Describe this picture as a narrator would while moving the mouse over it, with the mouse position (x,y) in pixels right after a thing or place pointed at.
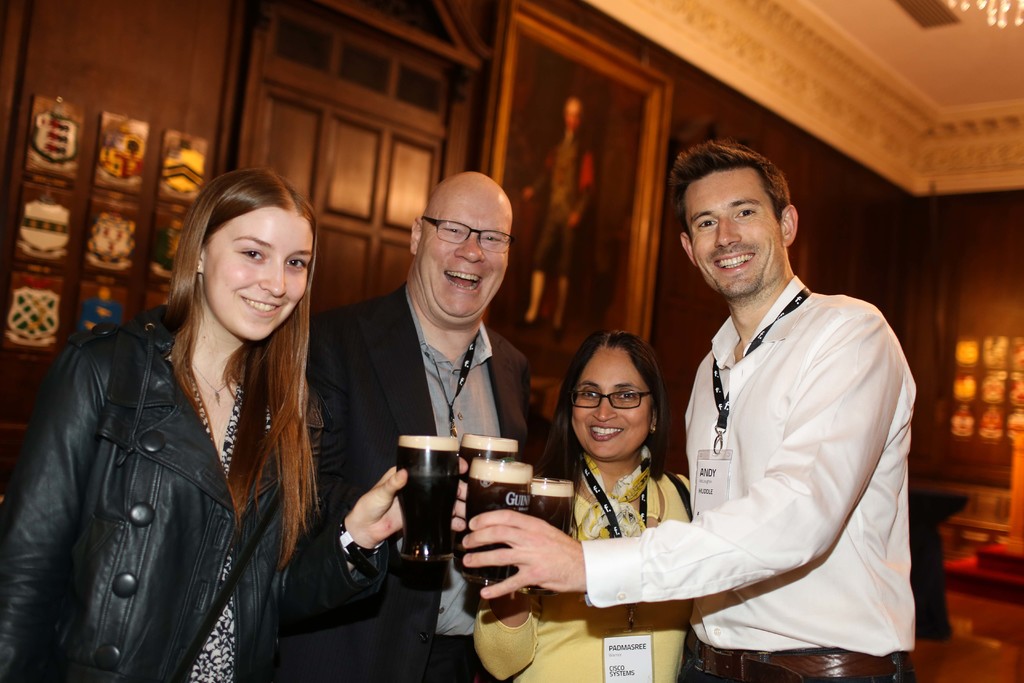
Four people (432,265) are posing to camera holding glasses (414,507) in their hand (471,540). Of them two (661,434) are women (623,396) and two (889,362) are men (889,362).
